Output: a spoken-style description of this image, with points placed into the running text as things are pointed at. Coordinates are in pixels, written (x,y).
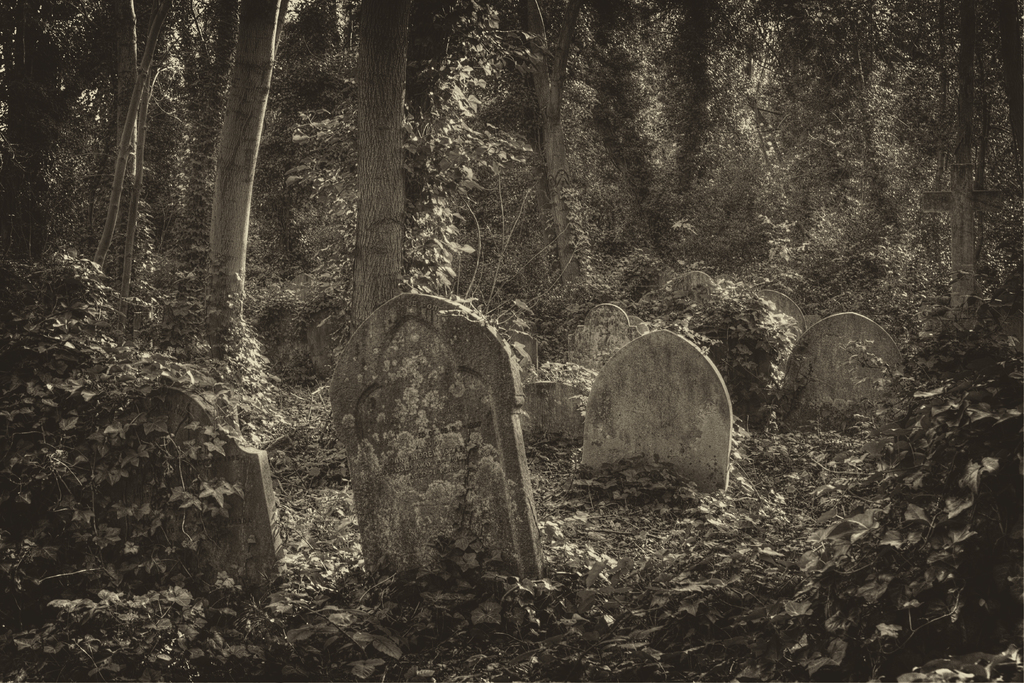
In this picture we can observe grave stones (482,440). There are some dry leaves (285,530). In the background (253,83) we can observe trees (501,186). This is a black and white image.
